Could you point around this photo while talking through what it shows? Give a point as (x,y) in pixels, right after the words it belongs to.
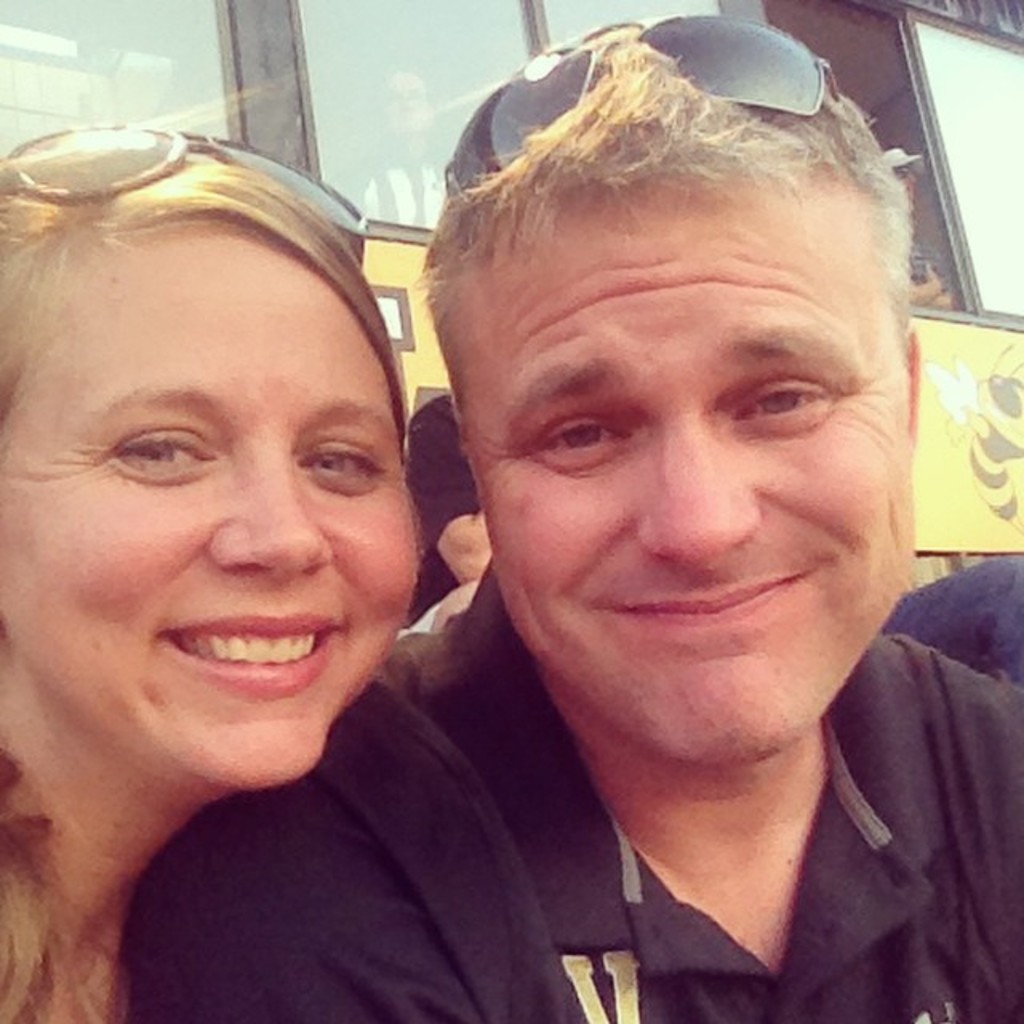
In the foreground of this picture (89,526) we can see the two persons (599,361) wearing goggles (147,155) and smiling. In the background (934,402) we can see some yellow color objects (964,361) and the group of persons (943,297) and some other objects (285,124).
